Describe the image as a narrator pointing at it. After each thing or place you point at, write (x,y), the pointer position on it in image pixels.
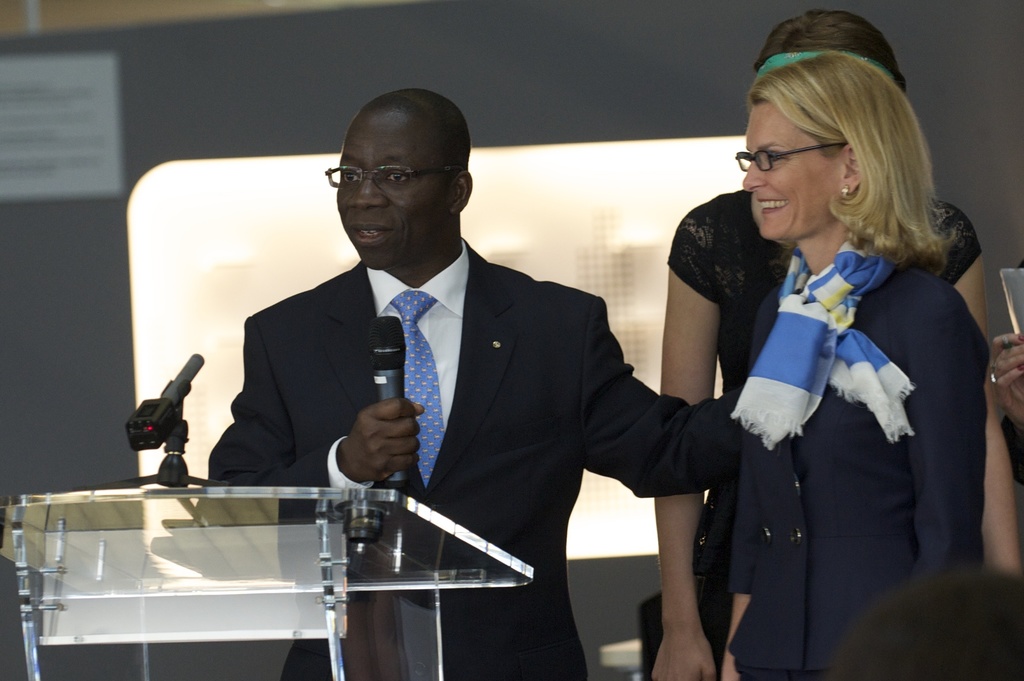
In the image there is a man (434,345) he is speaking something and beside him there are two women (743,476), he is holding a mic (378,394) in his hand (350,445) and there is a table (220,570) in front of him. The background of the man (408,125) is blur.
